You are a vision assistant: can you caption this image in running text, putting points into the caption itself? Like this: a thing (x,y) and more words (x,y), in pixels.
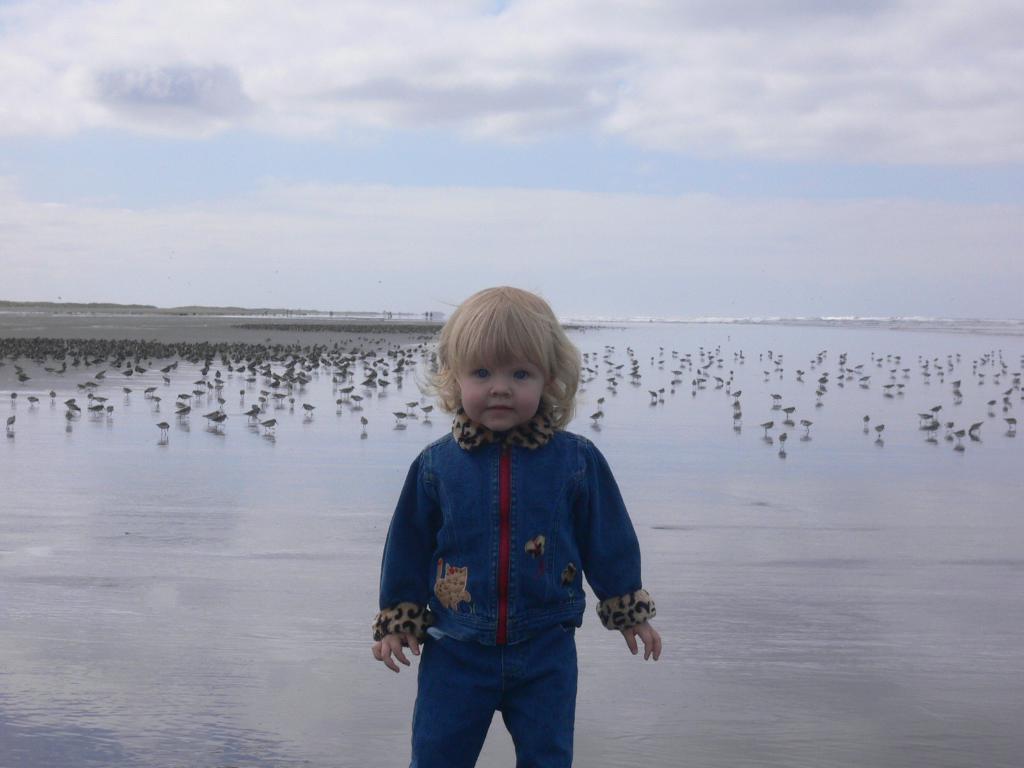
In this image, we can see a kid (561,510) standing and wearing clothes (508,622). There are some birds (926,417) in the water (743,522). There are clouds (484,285) in the sky (380,44).
